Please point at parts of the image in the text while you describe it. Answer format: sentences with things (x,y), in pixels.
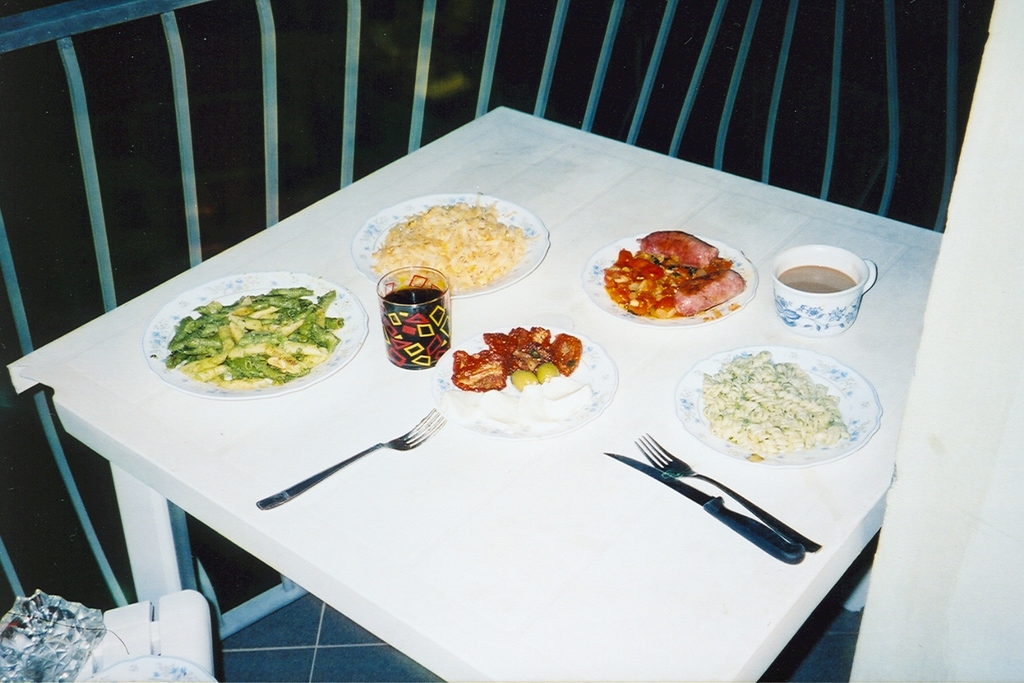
In the image there is a table (771,241) on which there is a plate (855,404) with pasta (805,426) and beside a cup (829,307) with coffee (840,273) and there are several food (552,364) and there is knife (708,505) and fork (744,499) in front of the table (614,534).
